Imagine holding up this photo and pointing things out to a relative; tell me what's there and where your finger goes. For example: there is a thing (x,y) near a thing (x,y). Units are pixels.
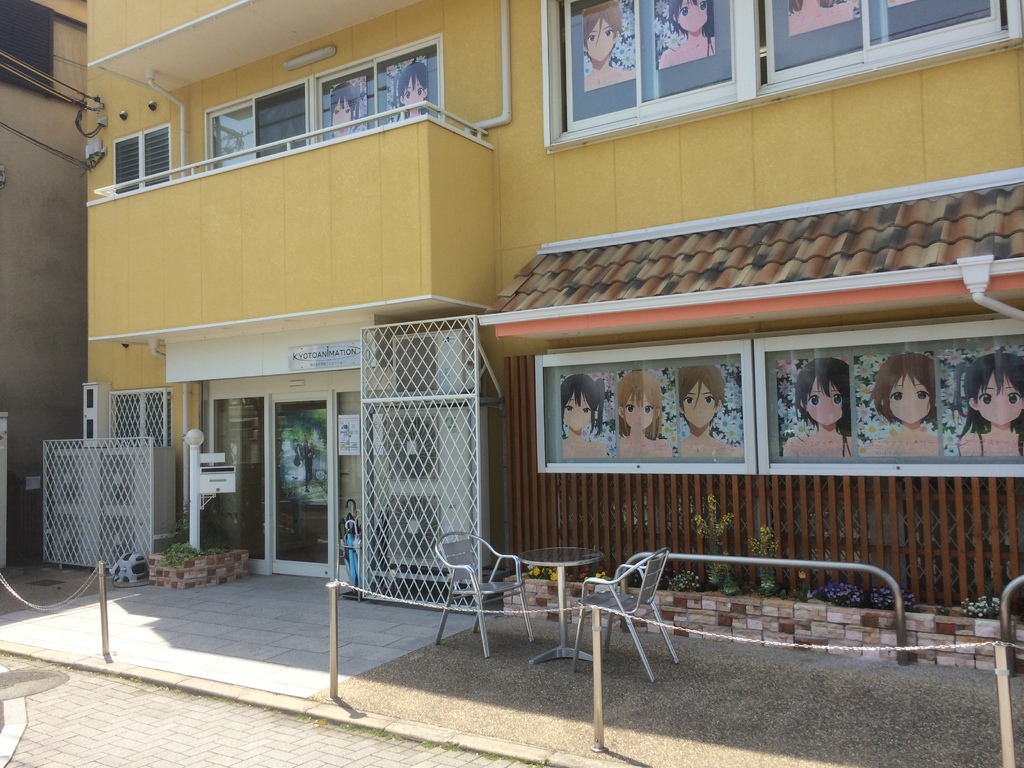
At the bottom of the image (494,681) there is a footpath (118,614) with rod fencing (1005,690). Behind that there is a table (545,560) with chairs (581,604). In the background (689,223) there is a building (176,205) with walls (508,255), posters (282,432), glass windows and glass doors (244,429).
